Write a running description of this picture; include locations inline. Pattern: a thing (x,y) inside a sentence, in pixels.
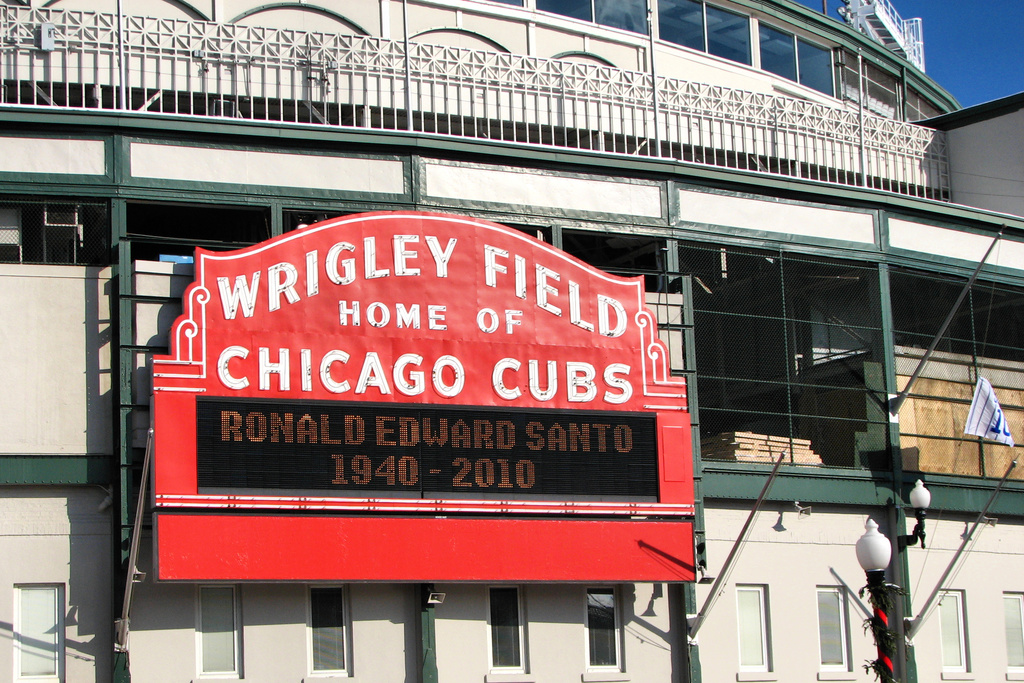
In the center of the image (369,303) there is a board (424,491) on the building (26,586). In the background (708,380) we can see building (104,150) and sky (932,45). At the bottom right corner (872,557) there are lights (864,542).
